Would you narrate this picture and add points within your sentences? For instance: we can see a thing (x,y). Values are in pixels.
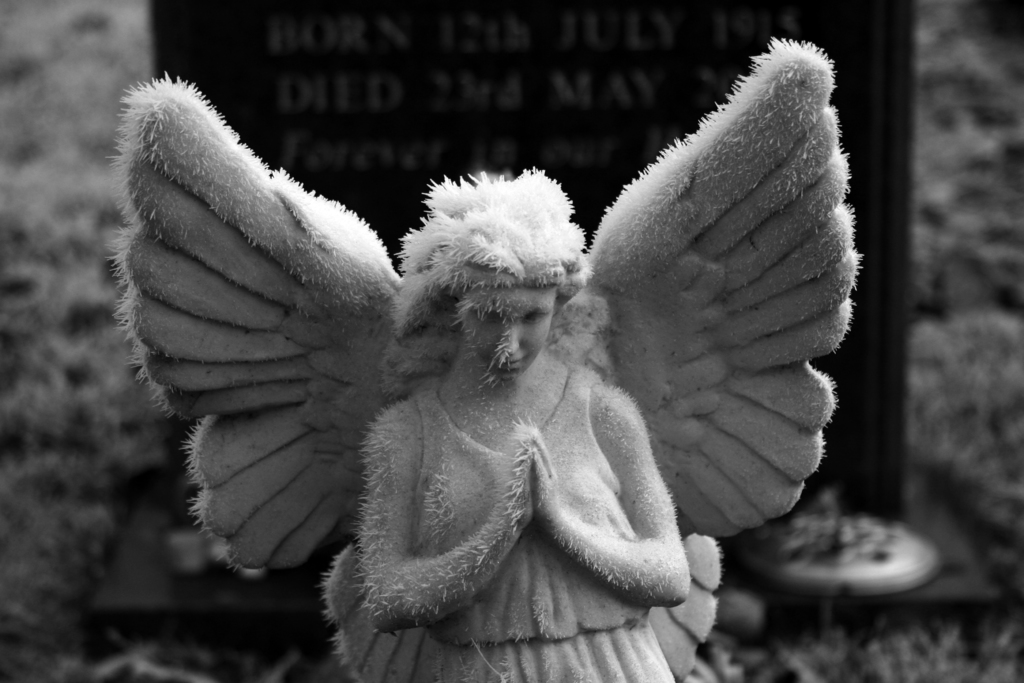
This is a black and white image. In this image we can see a statue (520,557). On the backside (637,145) we can see a board (601,127) with some text (409,162) on it.
